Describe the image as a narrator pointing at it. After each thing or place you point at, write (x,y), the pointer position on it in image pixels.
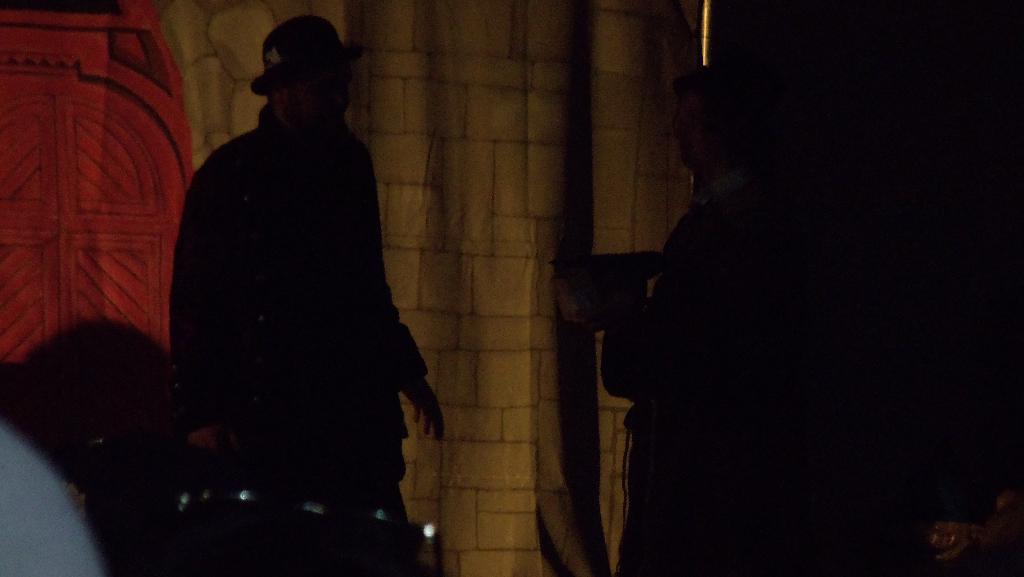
In the picture people (686,346) standing in the dark. In the background (547,502), I can see the stone wall (508,50) and red color door (100,260).
